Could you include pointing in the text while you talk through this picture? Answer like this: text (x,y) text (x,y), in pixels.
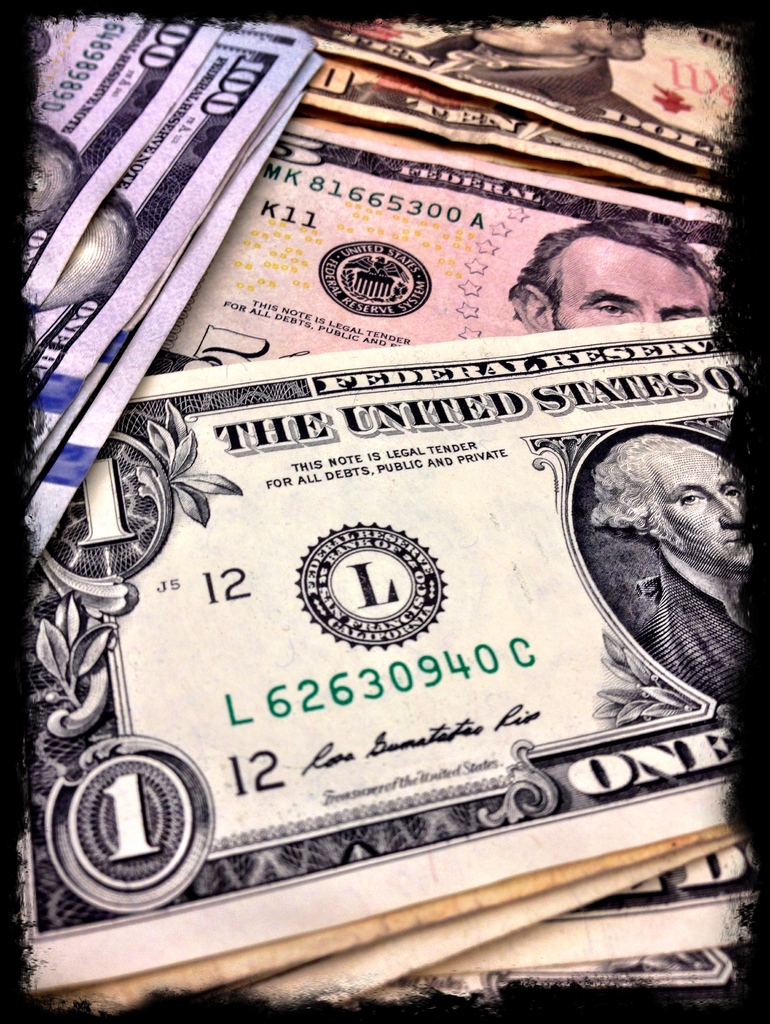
In the image we can see currency notes (430,582).
